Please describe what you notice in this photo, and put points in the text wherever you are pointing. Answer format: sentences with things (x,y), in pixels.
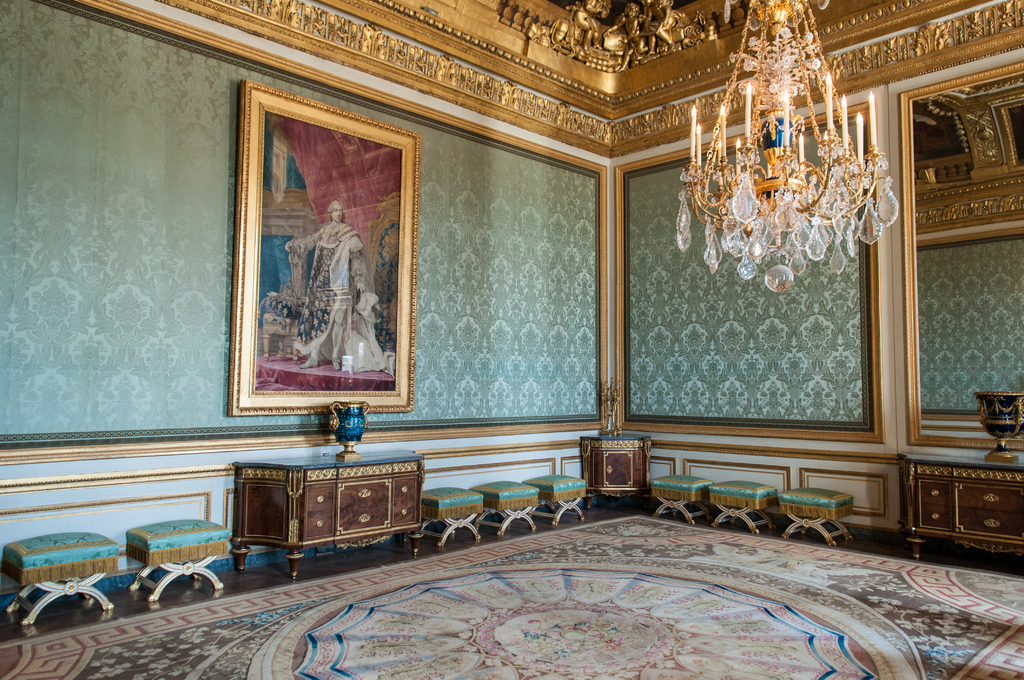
This image is clicked inside a room (603,369). On the left (290,266) there is a photo frame (342,278), wall (430,246). At the bottom (470,517) there are stools (453,519), tables (950,482), jugs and mat (551,576). On the right (716,177) there are candles (700,142), lights (766,193), wall (676,276), mirror (947,172).
